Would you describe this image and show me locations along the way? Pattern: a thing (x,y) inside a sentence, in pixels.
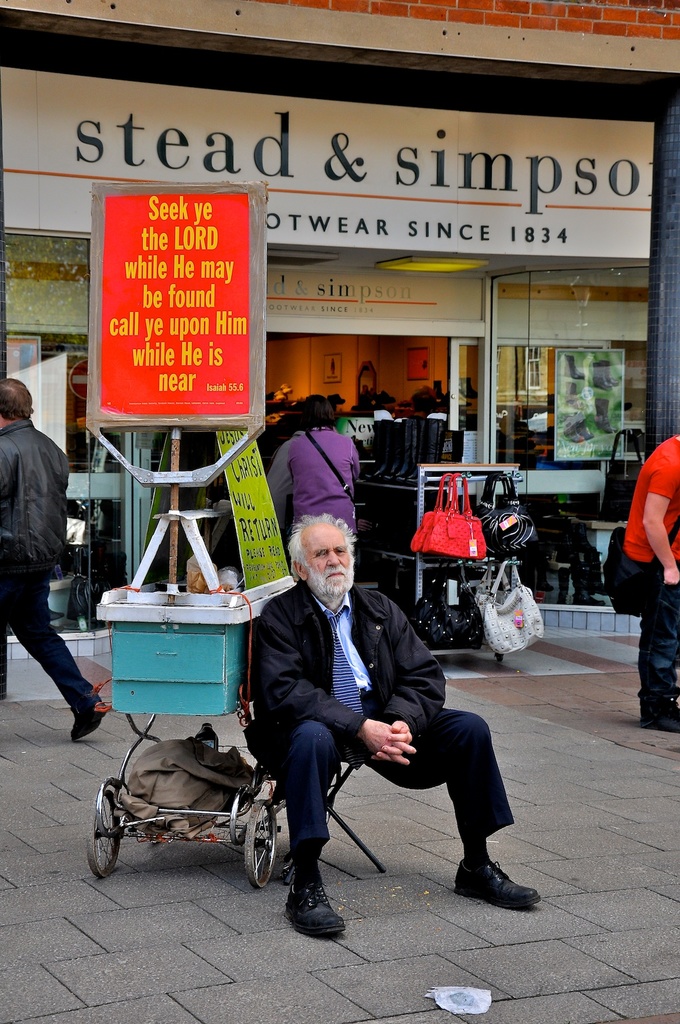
As we can see in the image, there is a poster (226,227), banner (471,143) and a man (379,691) sitting over here and behind him there is a shop (337,357) and there are few bags (454,612).
